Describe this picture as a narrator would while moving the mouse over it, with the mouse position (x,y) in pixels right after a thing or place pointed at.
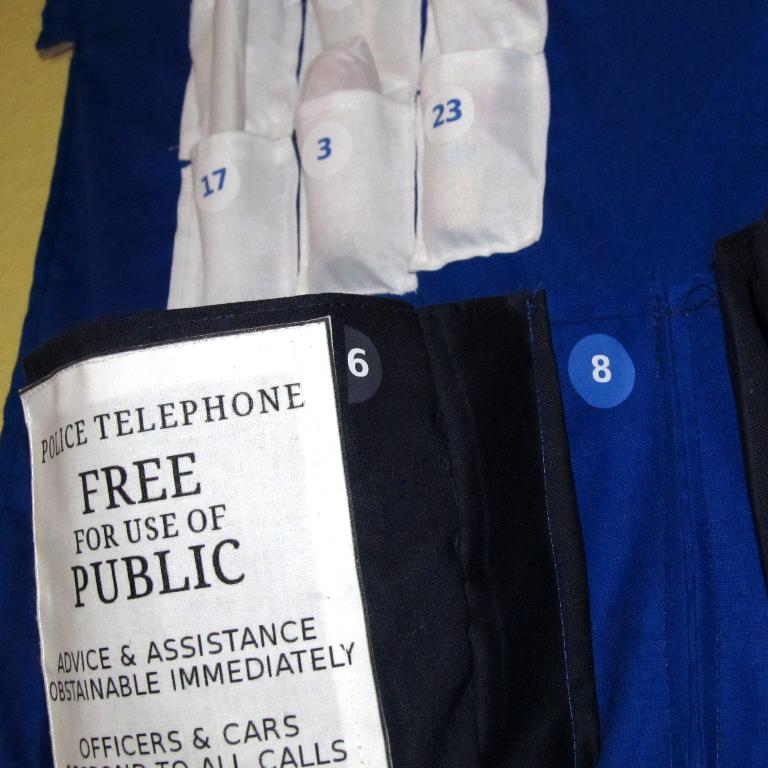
In this image we can see there is a dress (345,152) with numbers (457,120). And there is a text (188,648) written on the dress (374,241). And at the back (30,164) it looks like a wall (44,94).
